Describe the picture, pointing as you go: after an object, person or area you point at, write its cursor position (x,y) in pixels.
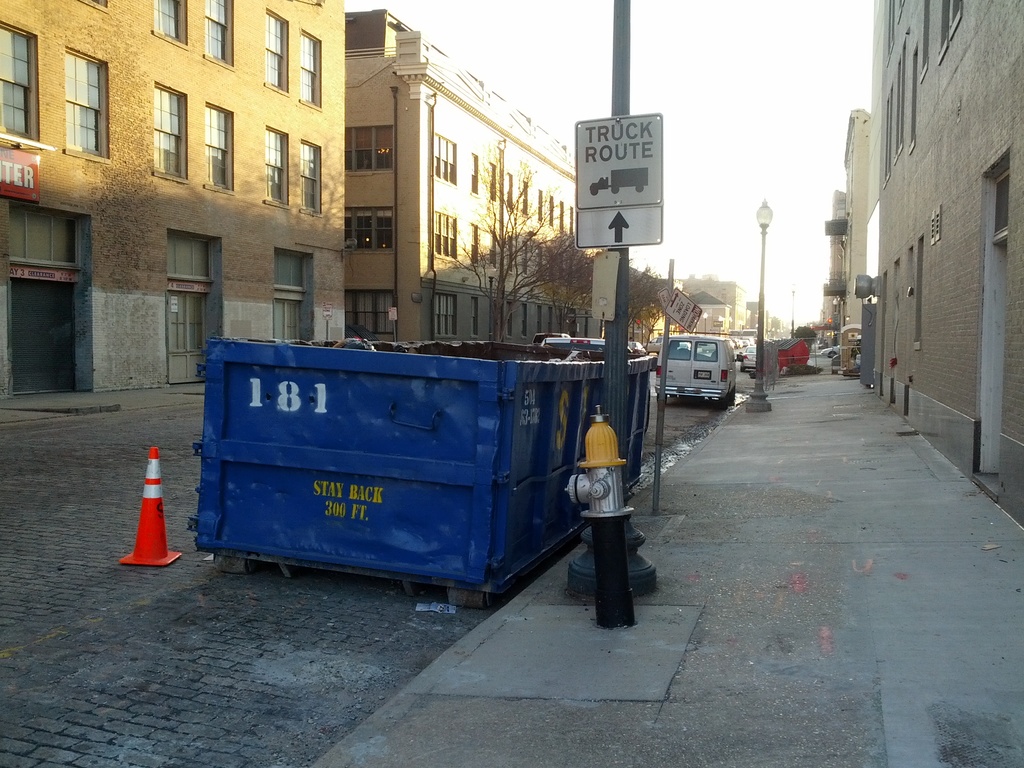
In this picture I can see buildings (945,126), few trees (638,294) and I can see a pole light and a sign board (631,235) with some text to the pole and I can see water hydrant (606,577) on the sidewalk (565,590) and I can see a metal container (453,434) and a cone (165,551) on the road (383,603) and I can see cloudy sky (720,76).
